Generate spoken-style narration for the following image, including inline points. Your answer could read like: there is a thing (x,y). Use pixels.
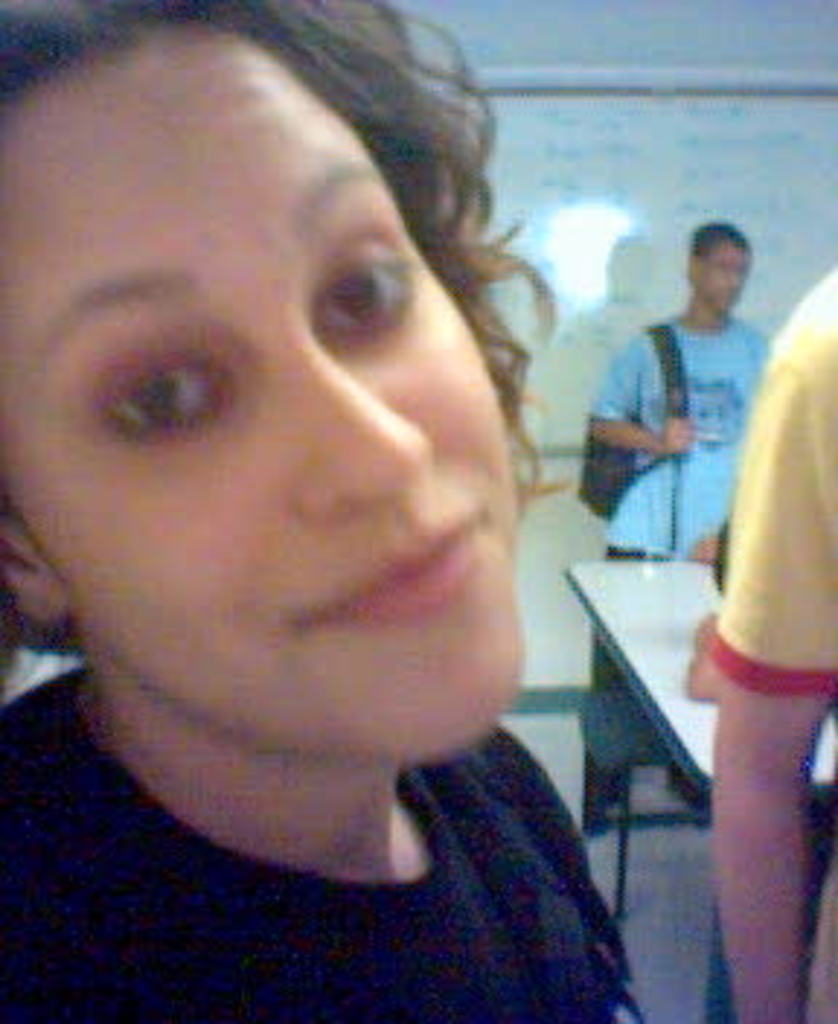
In this image I can see few people (375,660) with different color dresses (519,796) and one person (623,443) with the bag (590,467). To the right (589,756) I can see the table (594,670). In the background (543,361) I can see the board (544,232) to the wall (490,46).
